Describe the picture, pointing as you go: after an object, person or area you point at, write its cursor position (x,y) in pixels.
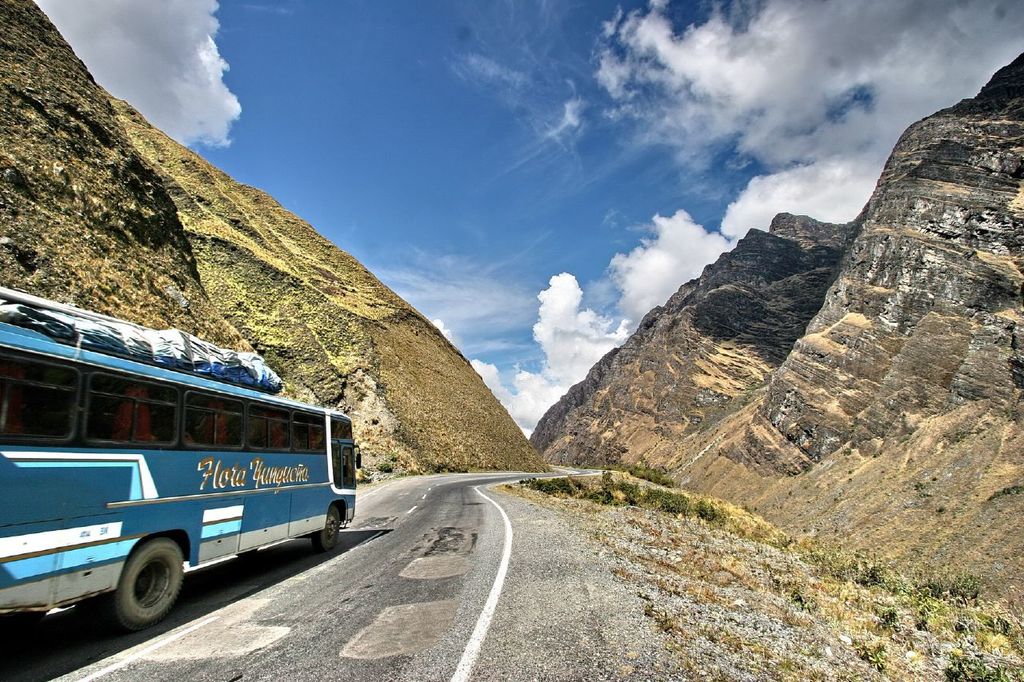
On the left side (207,392), there is a bus (350,467) on a road (491,581). On the right side (932,657), there are plants (646,490) and grass (915,660) on the ground (904,567). In the background (959,133), there are mountains (959,133) and there are clouds (775,199) in the sky (661,53).
